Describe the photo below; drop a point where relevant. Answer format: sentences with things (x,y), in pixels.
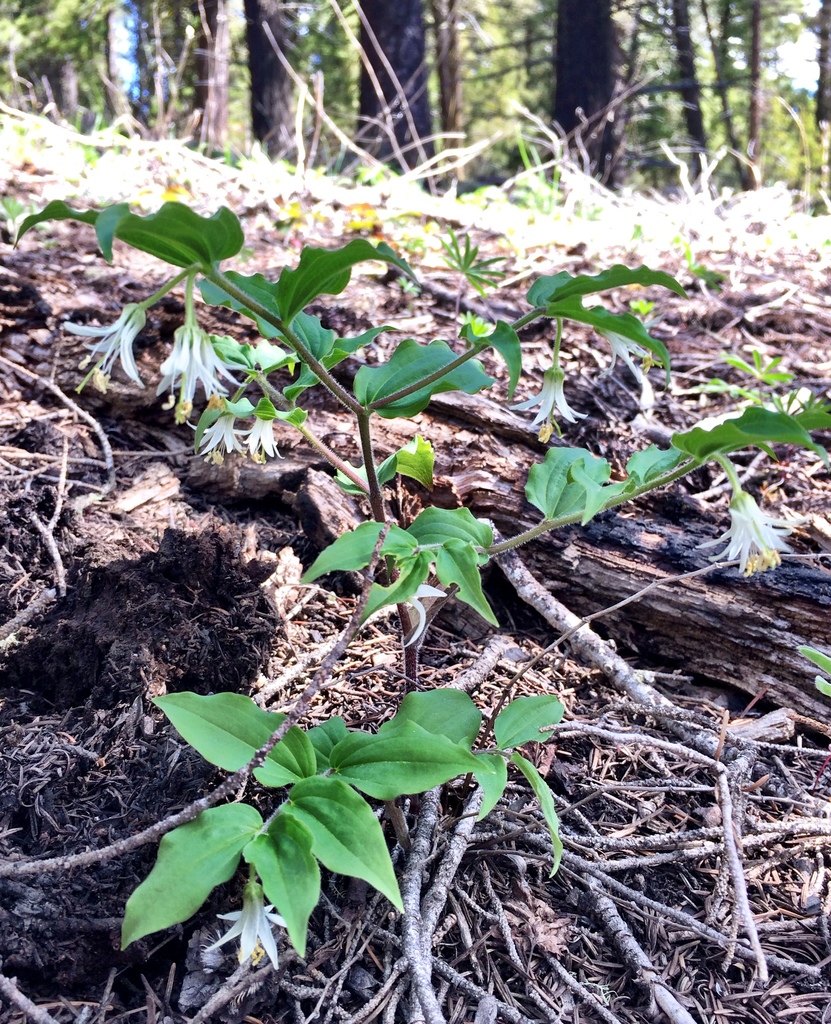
In this image we can see a plant (542,482) with some flowers (520,404) and some dried branches (769,735) on the ground (564,874). On the backside (623,67) we can see the bark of the trees (607,64), a group of trees (672,114) and the sky (773,74).
